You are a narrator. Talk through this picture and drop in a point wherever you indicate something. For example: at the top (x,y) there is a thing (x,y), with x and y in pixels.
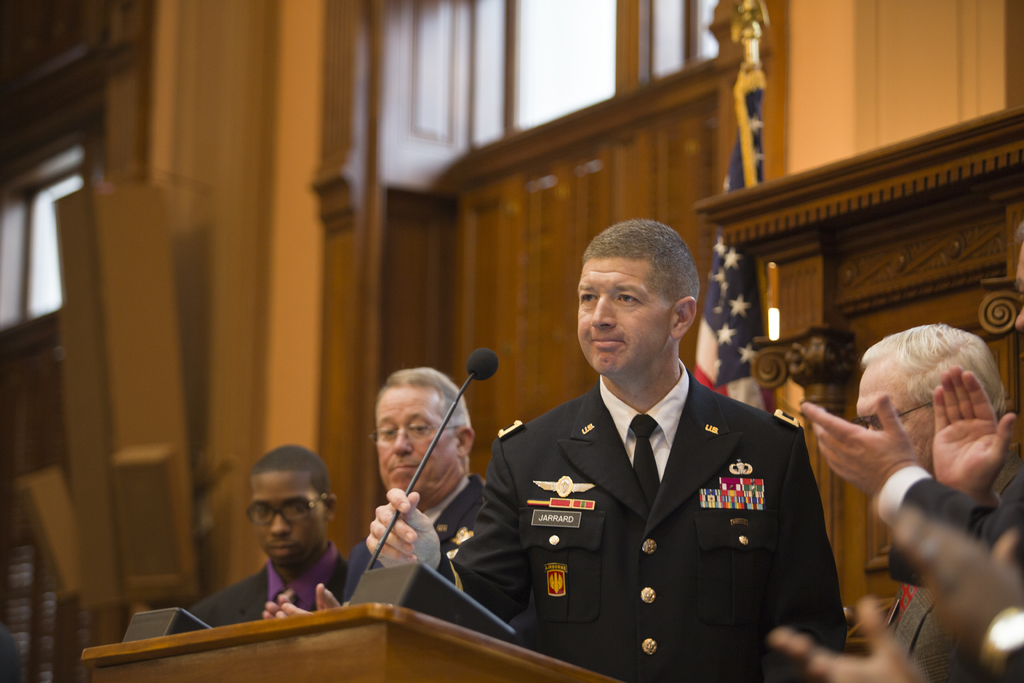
In this image we can see a person (658,558) wearing suit (603,594) with badges (716,491) standing near a podium (393,638) and holding a mic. Beside him there are people (313,468) standing and clapping. In the background of the image (857,148) there is wall (861,144). There is a flag (737,163). There is a wooden window (393,96).
